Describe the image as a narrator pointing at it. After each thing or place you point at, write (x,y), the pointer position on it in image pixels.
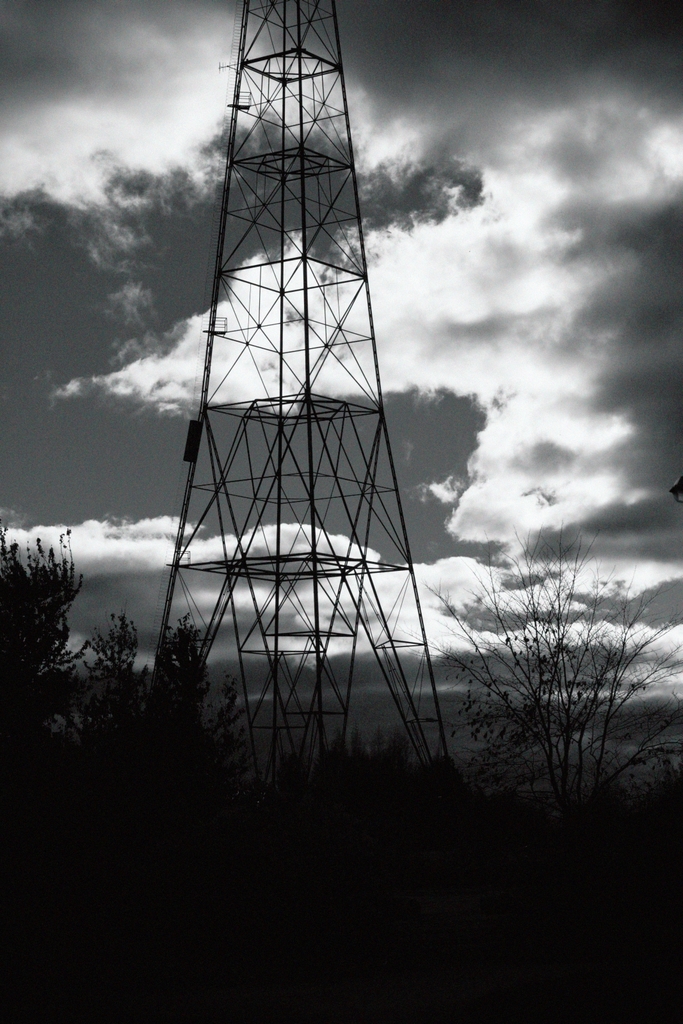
In this picture we can see a tower (363,580) and some trees (5,731) in the background (330,349). Sky (306,440) is cloudy.
